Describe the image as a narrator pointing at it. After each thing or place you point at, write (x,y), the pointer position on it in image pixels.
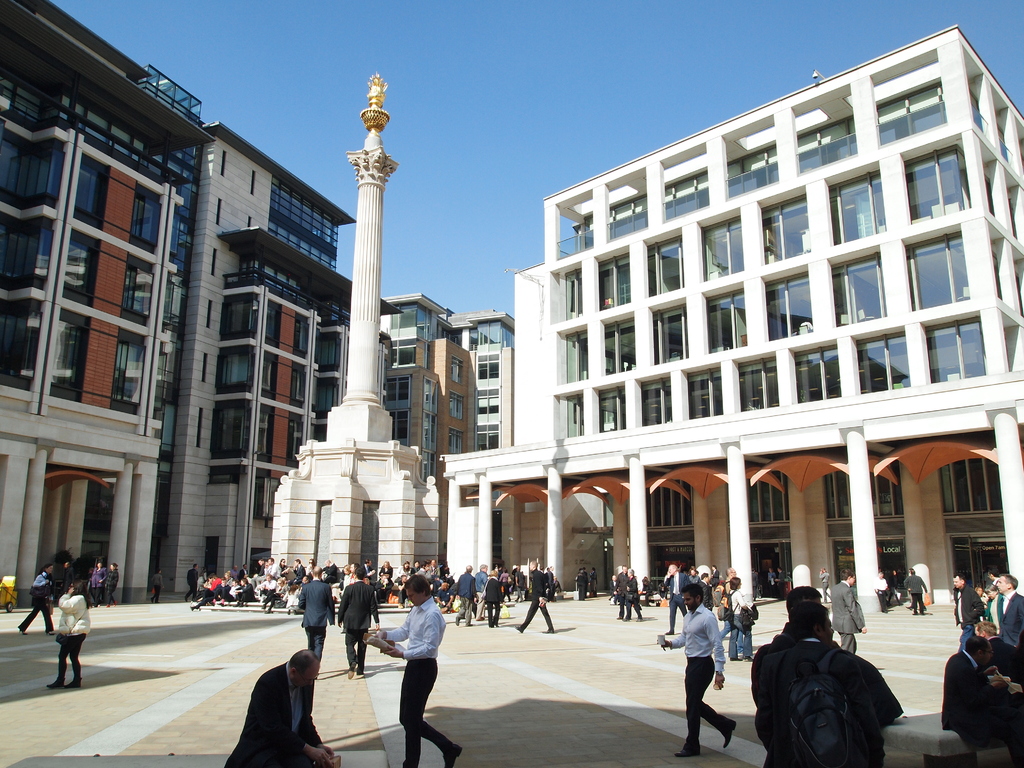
This picture describes about group of people (700,588), few are seated, few are standing and few are walking, in the background (619,445) we can see few buildings (244,208) and a tower (377,164).
